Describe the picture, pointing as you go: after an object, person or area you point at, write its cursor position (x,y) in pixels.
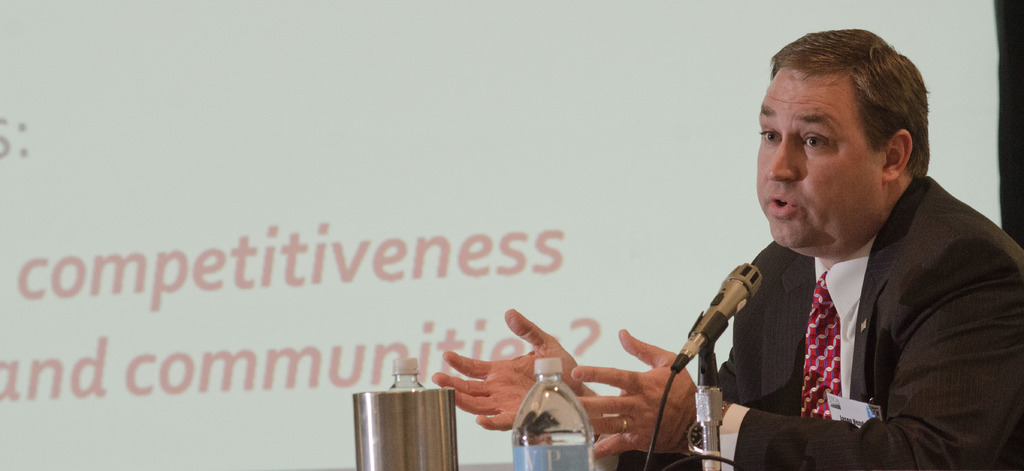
A man (896,294) with jacket (874,303), white shirt (838,311) and a tie (823,335) is sitting. He is talking. In front of him there is a mic (724,312). There is a water bottle (547,442), a jug (413,429). And in the background (379,301) there is a screen (371,237).
